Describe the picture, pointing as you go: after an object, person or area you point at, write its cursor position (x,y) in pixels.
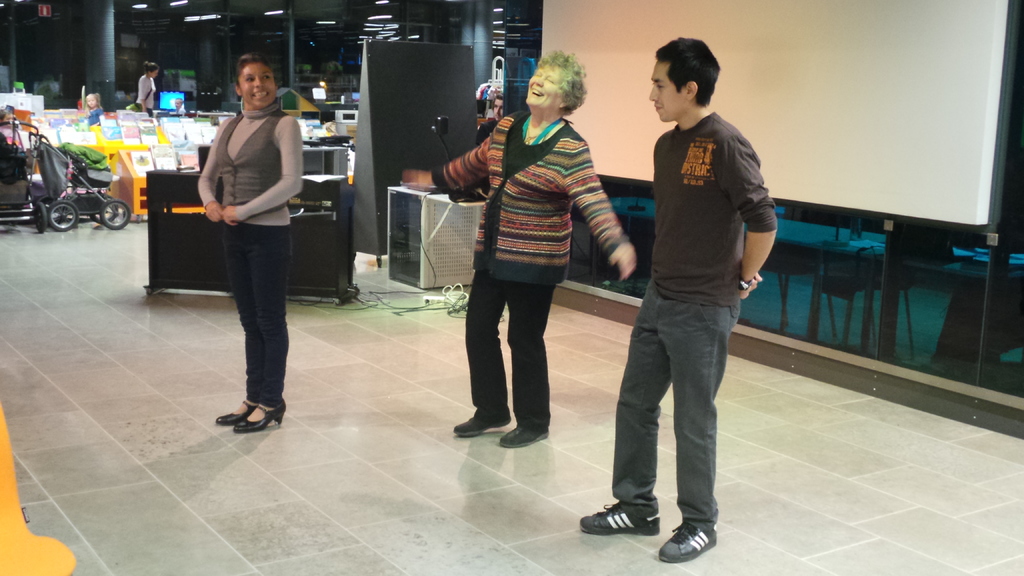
In this image we can see three persons (538,230) standing on the ground (311,335). In the background (766,108), we can see a screen (821,185), a baby carrier (68,207) placed on the ground (674,511), group of books (145,156) on the racks (163,132), person (151,93) is standing and some lights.
